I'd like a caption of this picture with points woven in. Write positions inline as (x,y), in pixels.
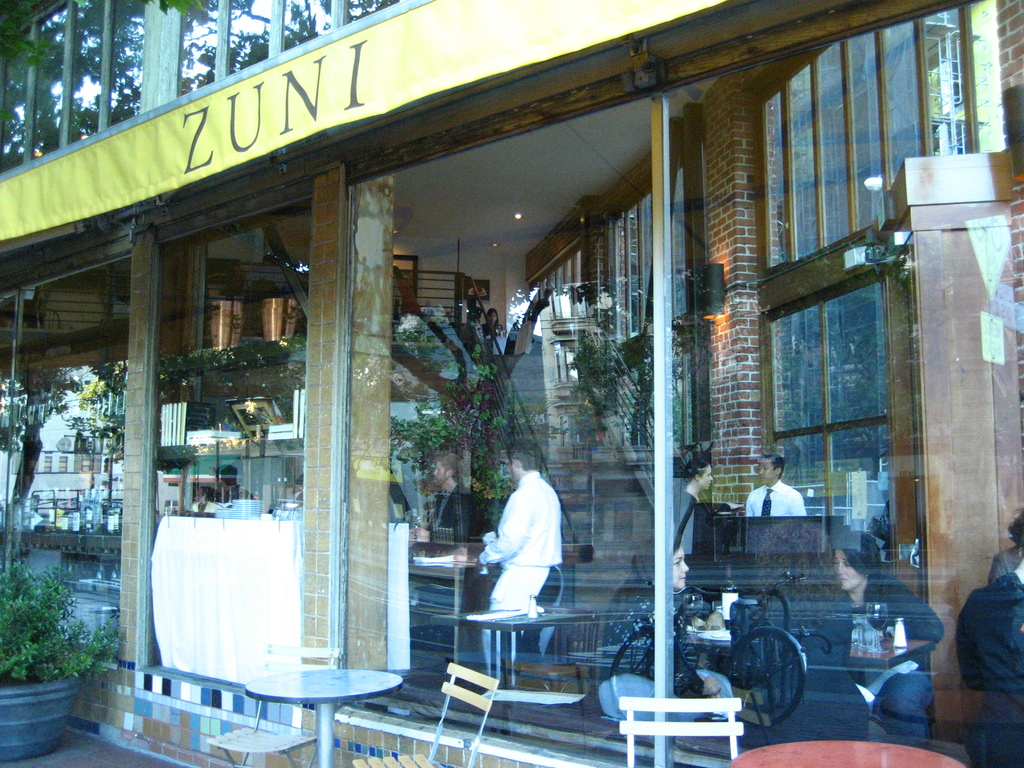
In this image we can see a store (424,509). In the store (480,543) there are people (530,586) sitting on the chairs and some are standing on the floor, objects (183,421) arranged in the cupboards (185,396) and the reflections (413,436) of trees (401,424) in the mirror (462,427). Outside the store (435,428) we can see name board (127,182), houseplants (96,630), tables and chairs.
